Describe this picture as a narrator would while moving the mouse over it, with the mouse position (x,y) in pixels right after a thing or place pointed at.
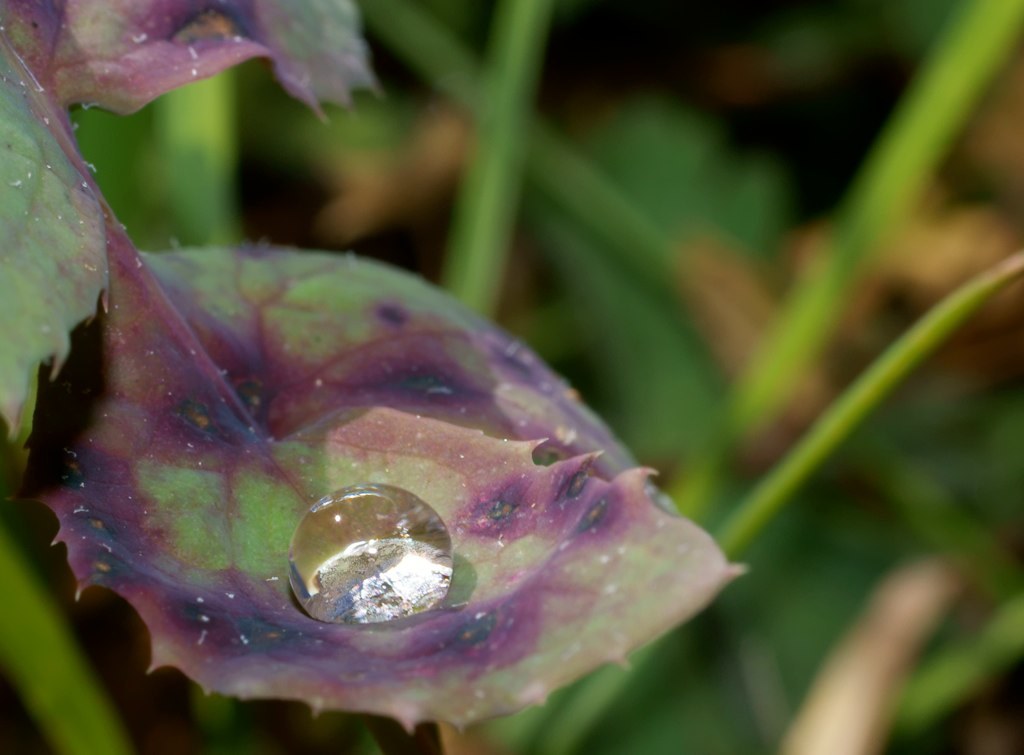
In the image in the center (396,303) we can see leaves (74,315). On middle leaf (461,597), we can see one water drop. In the background (385,166) we can see plants (699,343).
